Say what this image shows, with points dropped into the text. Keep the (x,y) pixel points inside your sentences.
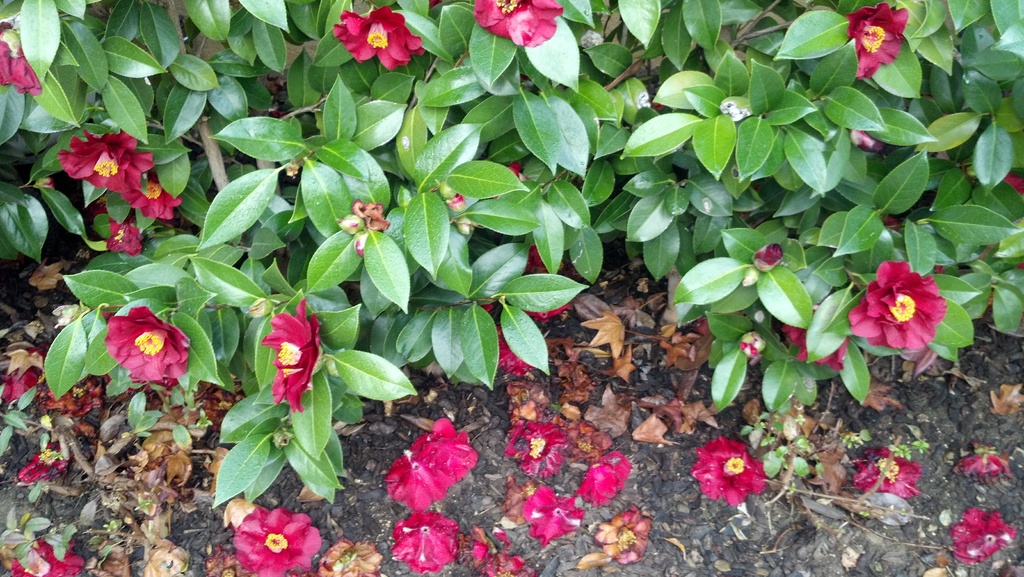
In this picture I can see few plants (375,220) with flowers (22,93) and leaves (531,339). I can see few flowers (578,447) and leaves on the ground (525,425).
